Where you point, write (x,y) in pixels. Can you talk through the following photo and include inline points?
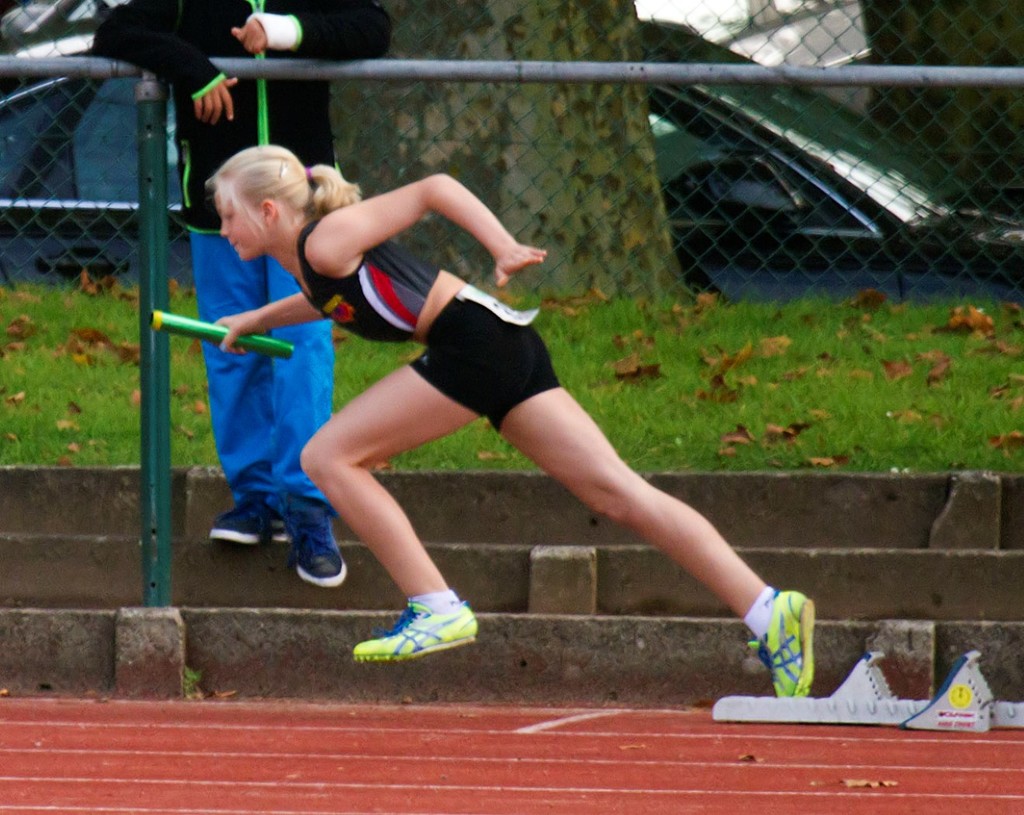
This picture might be taken inside a playground (342,721). In this image, in the middle (385,537), we can see a girl (406,303) holding a stick (266,345) on one hand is running. In the background (269,39), there is a man (289,131) standing on the staircase (254,553), net fence (642,185), pole (811,70), car (833,259), trees (981,88), at the bottom (922,735), we can see red color.
